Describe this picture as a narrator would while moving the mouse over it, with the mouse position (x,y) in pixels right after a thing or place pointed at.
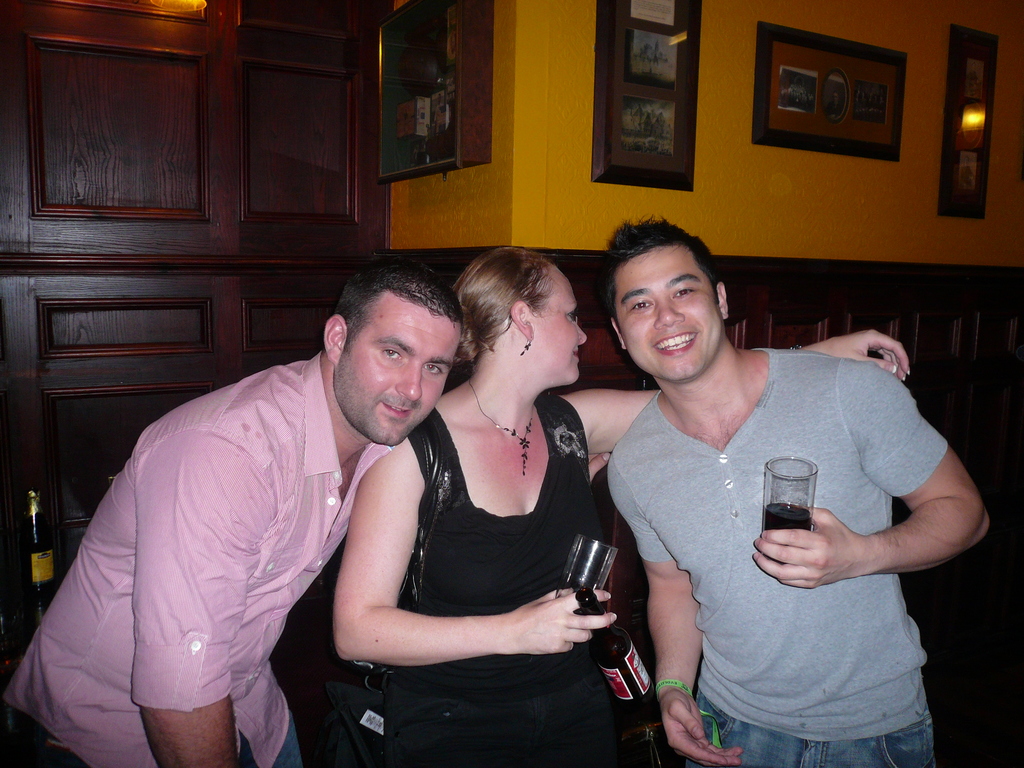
There are 3 people (536,610). The right side of the person (729,453) is smiling and holding like a glass (769,491). The left side of the person (204,441) is standing and smiling. The center of the person (455,494) is holding glass (569,575) and bottle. We can see in the background (599,123) there is a photo frames (625,86), walls (586,156) and cupboards (148,248).
